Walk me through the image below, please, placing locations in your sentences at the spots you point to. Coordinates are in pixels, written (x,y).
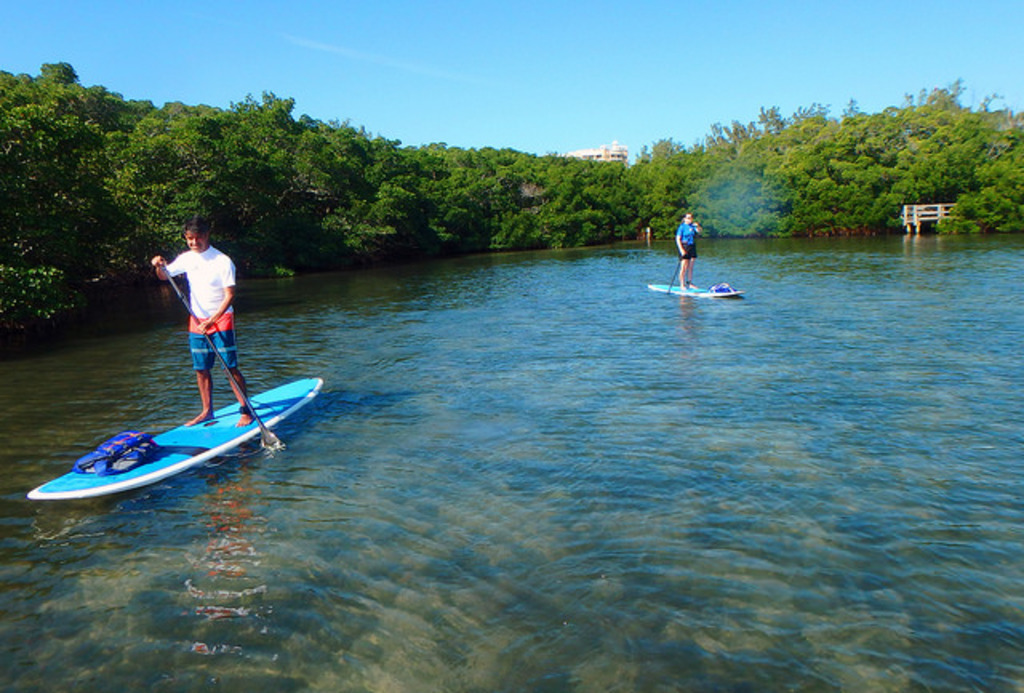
In this image we can see a man (229,357) and a woman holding stick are standing on surfboards (225,445), we can also see the bags (138,439) on surfboards (265,413). On the right side of the image (936,215) we can see a railing (916,215). In the background (723,170), we can see a group of trees (479,205), a building (609,158) and the sky (459,87).
